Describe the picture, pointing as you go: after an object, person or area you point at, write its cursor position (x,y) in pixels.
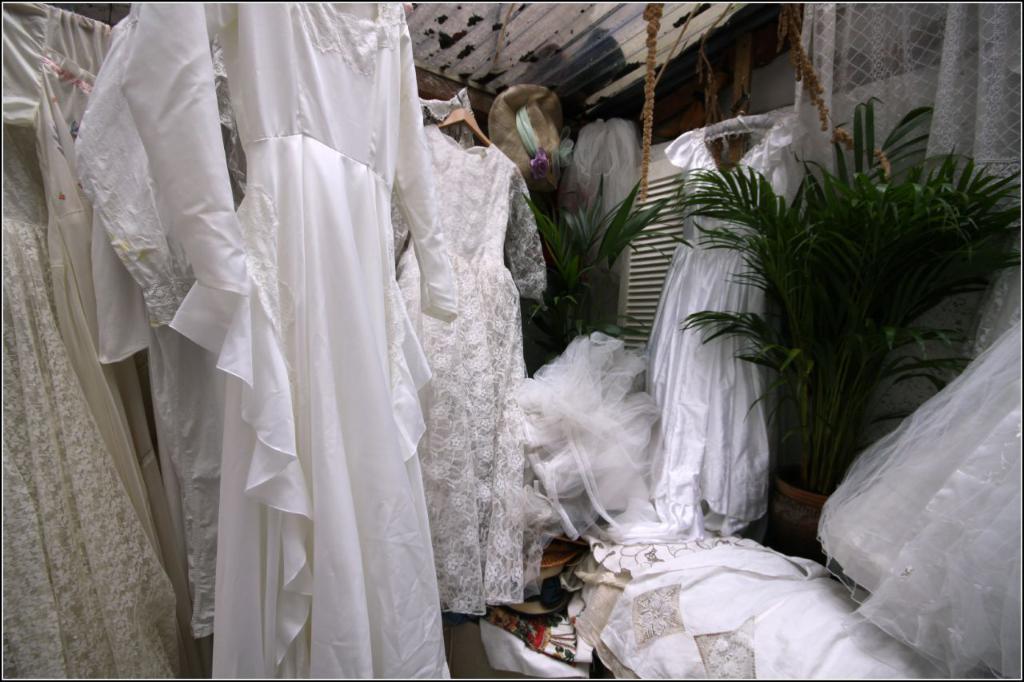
In this picture we can see some clothes (513,404), there are two plants (818,297) in the middle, in the background (913,93) there is a curtain (913,93).
